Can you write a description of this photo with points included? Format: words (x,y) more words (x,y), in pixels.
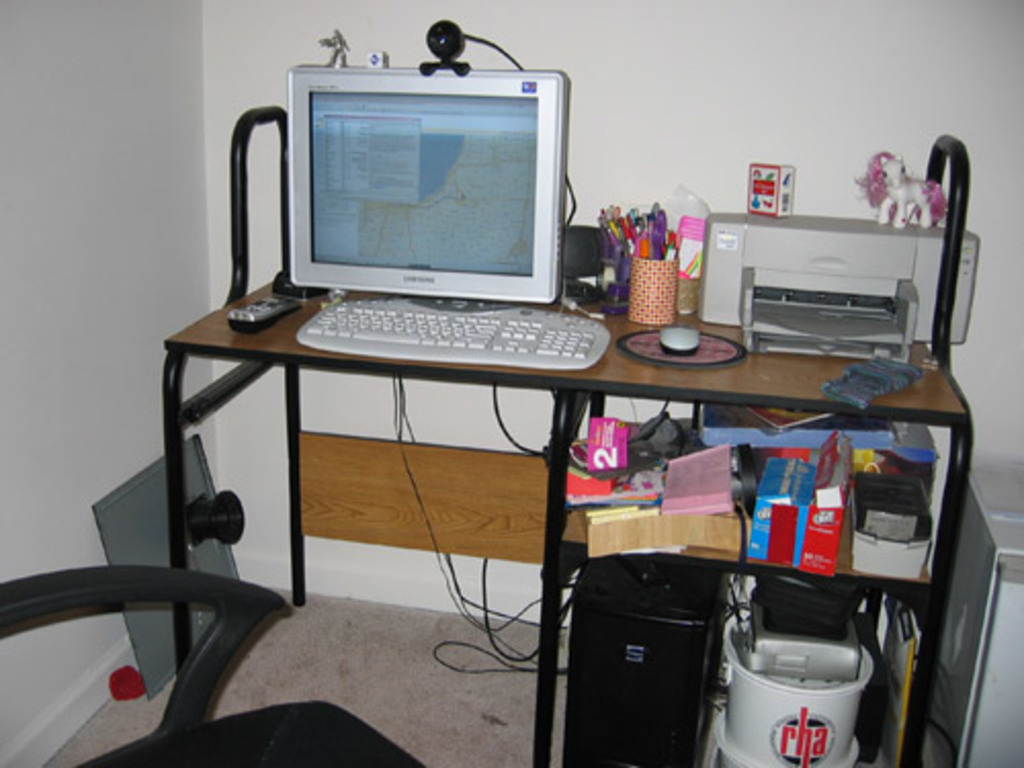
this picture shows a computer (416,294) on the table (635,329) and we see pen stand (649,269) and a printer (745,315) on the table (905,395) and we see a webcam (449,54) and we see few boxes (782,522) on the shelf (842,572) of the table (562,450) and we see white walls (112,37).
